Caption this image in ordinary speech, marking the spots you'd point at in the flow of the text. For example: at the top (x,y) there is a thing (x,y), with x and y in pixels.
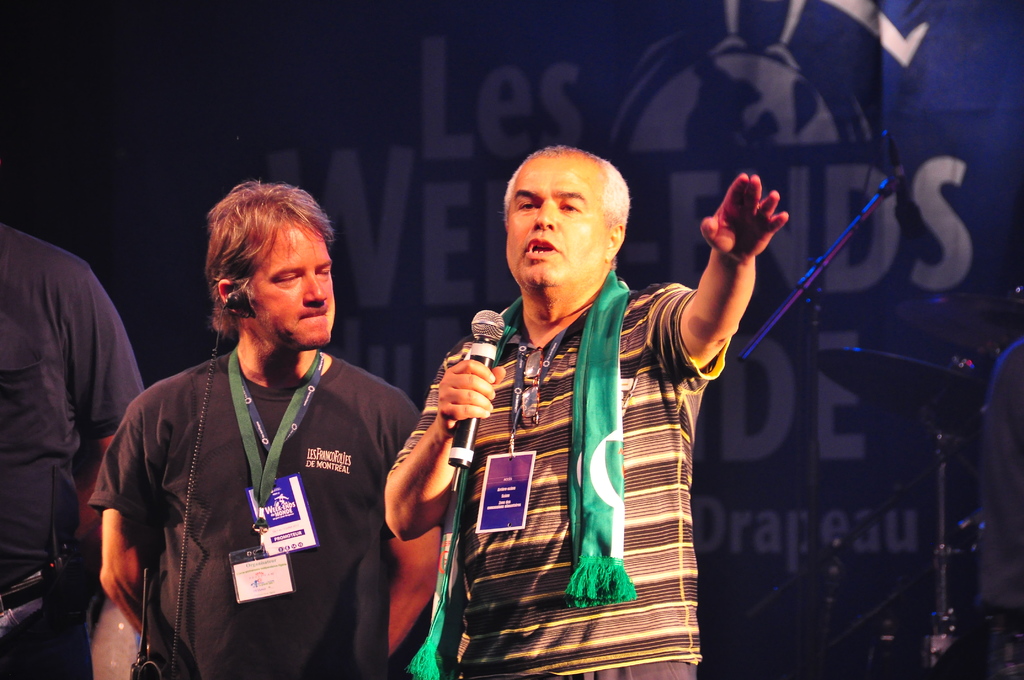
In the image there are three people (343,489) and the first person (569,466) is speaking something, behind them there is a banner (705,249) and in front of the banner (867,478) there are some objects (874,373).
